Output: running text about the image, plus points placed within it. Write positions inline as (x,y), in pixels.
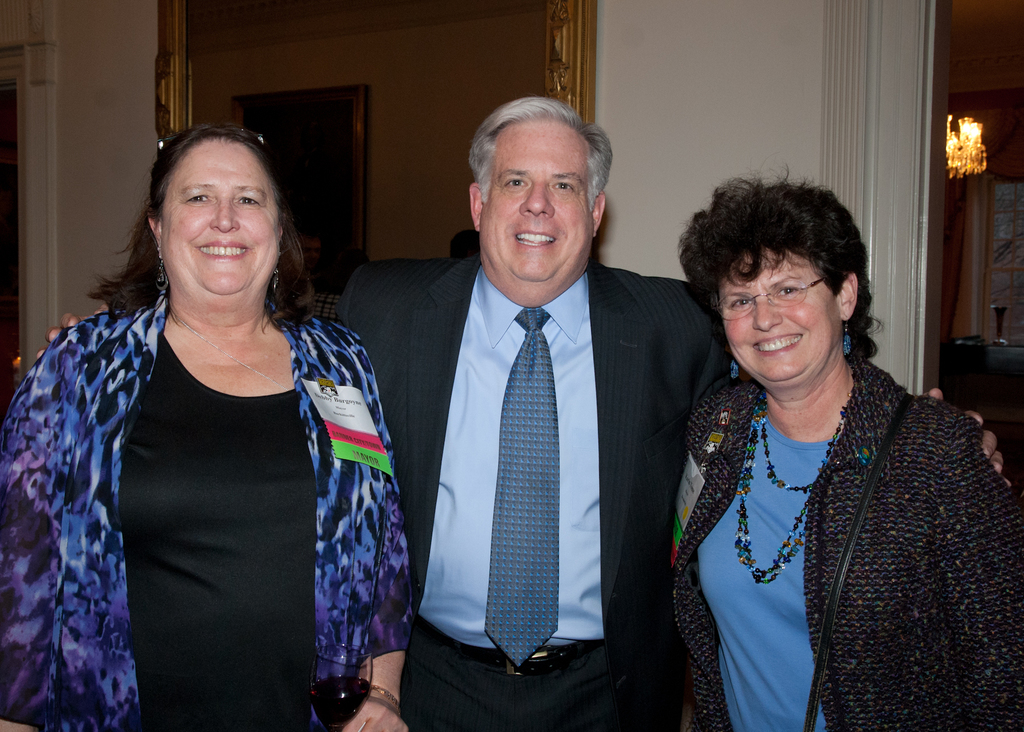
In this image we can see three persons (552,449) are standing and smiling, at the back (27,56) there is a door (27,56), there is a wall (794,113) and a photo frame (234,105) on it, there is a light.
